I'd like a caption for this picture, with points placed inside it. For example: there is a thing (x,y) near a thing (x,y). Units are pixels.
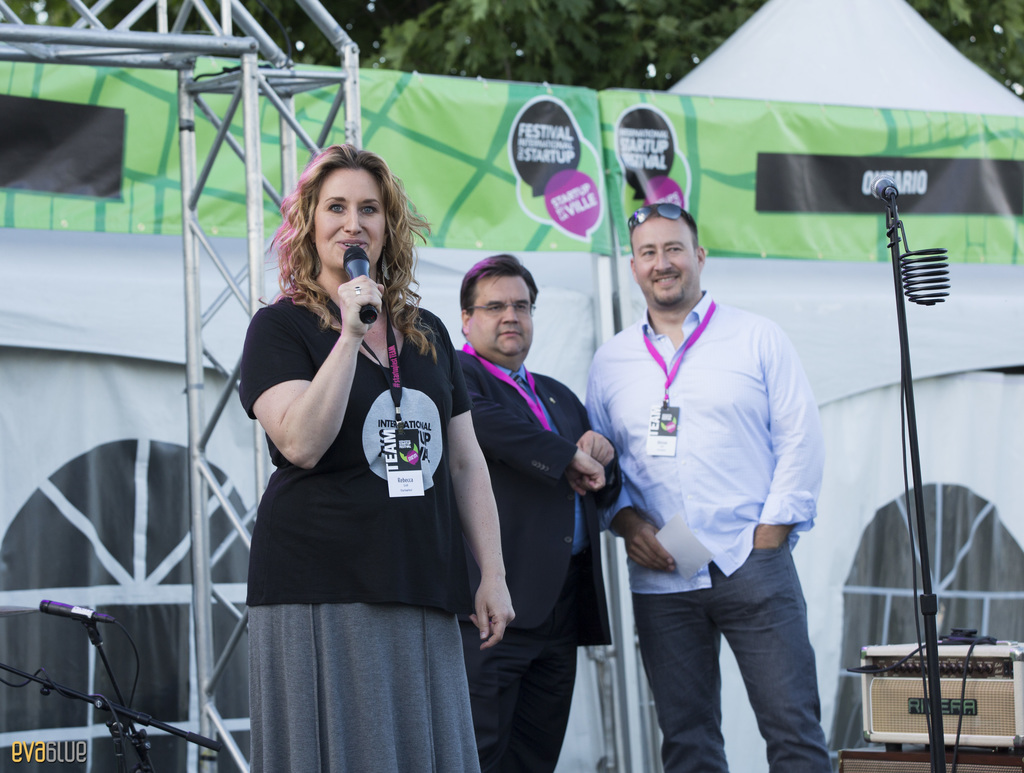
In the middle of the image (344,302) a woman (318,381) is standing and holding a microphone (345,258). Behind her two persons (772,432) are standing and smiling. Behind them there is a banner (703,122). On the right side of the image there is a microphone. At the top of the image (1006,53) there are some trees (1006,53).
